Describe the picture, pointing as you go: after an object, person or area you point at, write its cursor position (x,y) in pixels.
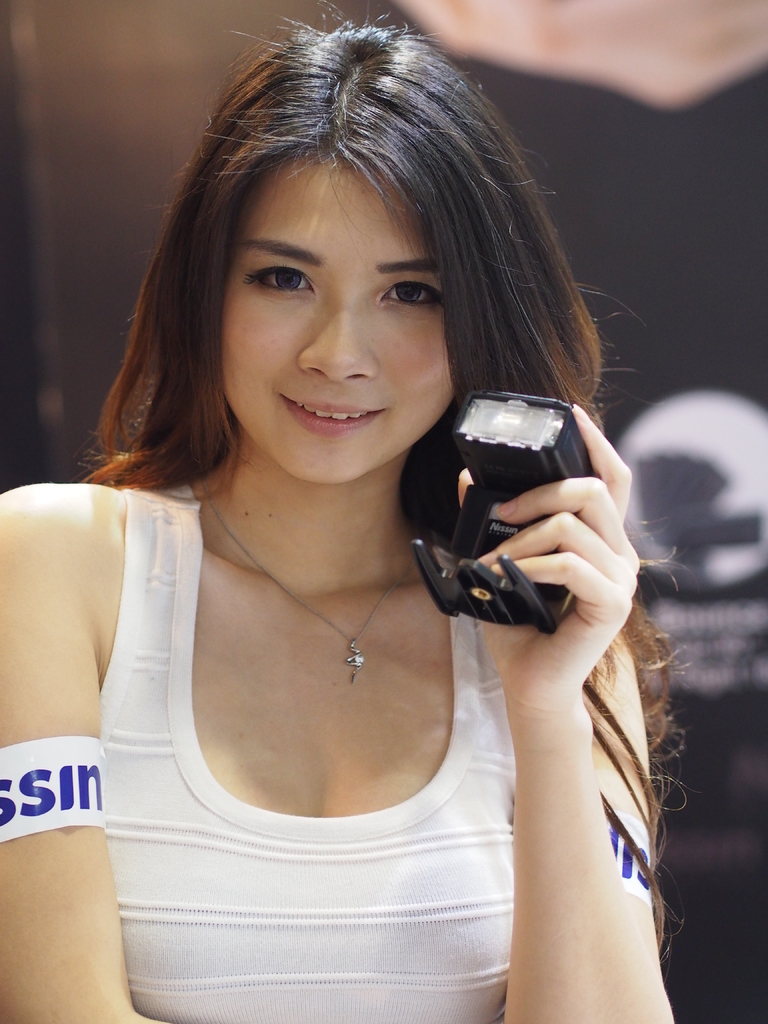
In the picture we can see a woman (649,648) wearing a white top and with the thing (561,433) in her hand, with a smile.
